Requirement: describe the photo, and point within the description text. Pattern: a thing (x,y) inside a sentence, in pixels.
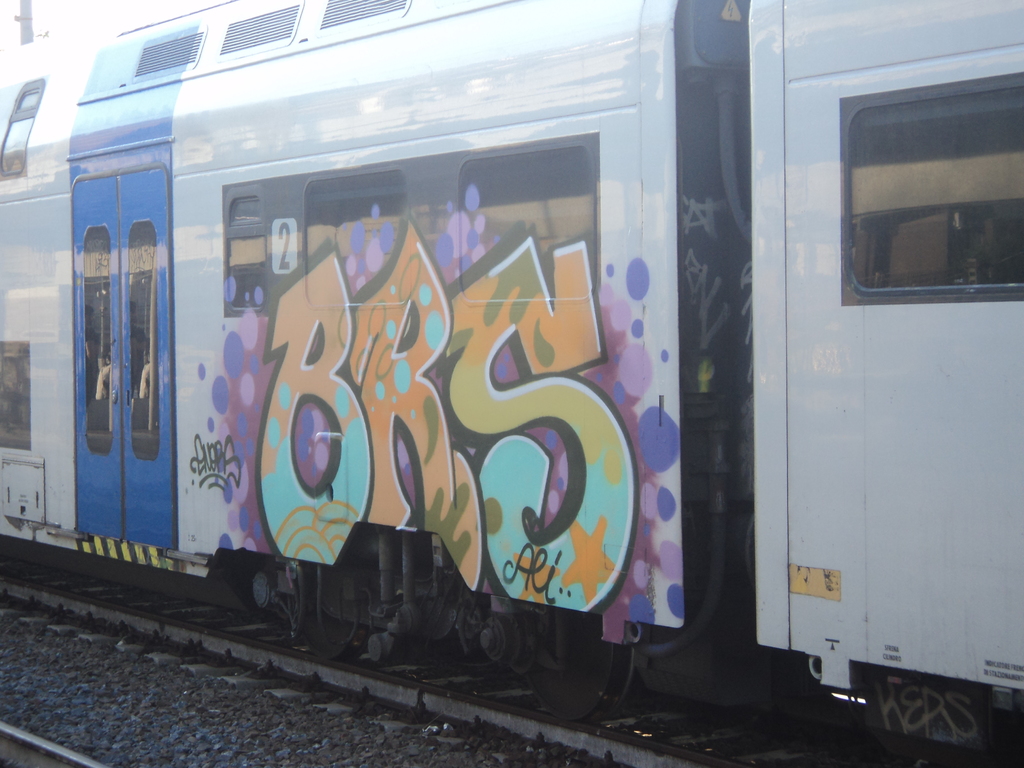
In the image we can see a train (603,378) on the train track (635,727). This is a train track (506,705) and stones (150,690). There is a painting (405,407) on the train coach (404,428).
